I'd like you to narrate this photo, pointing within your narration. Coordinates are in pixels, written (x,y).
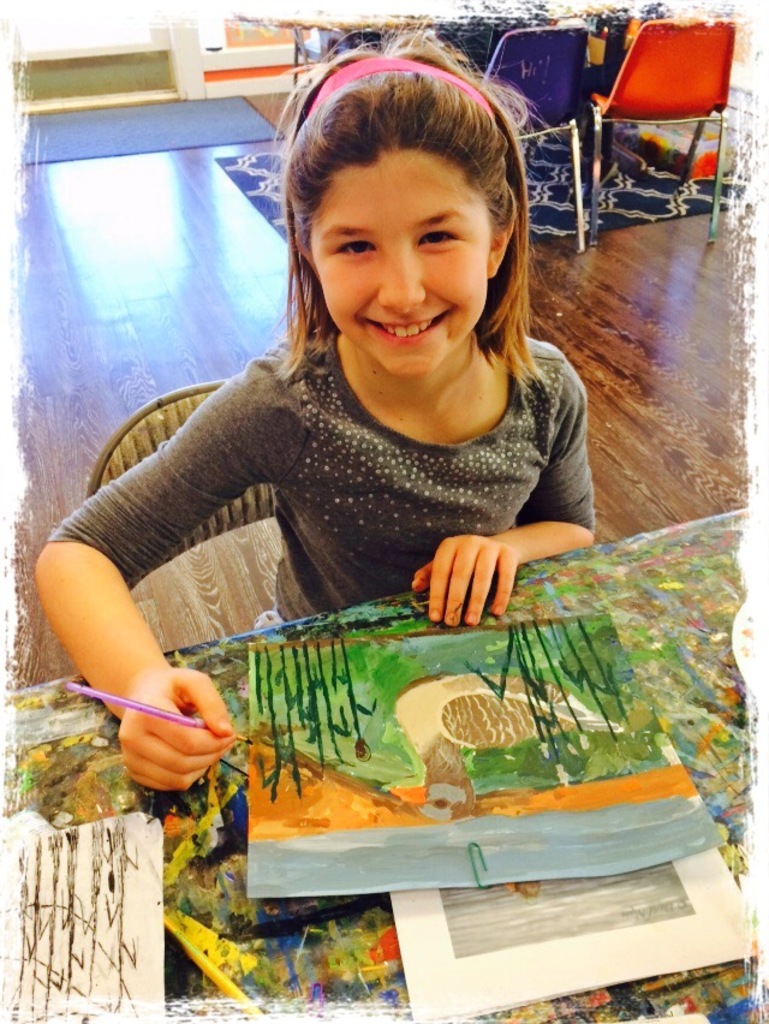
In the middle of the image (374,558), there is a girl (376,273) sitting on the chair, in front of the table (708,549) and drawing a painting (415,690) on the paper (502,758) and having a smile on her face (395,344). In the top right (531,91), there is another table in front of that two chairs (536,101) are visible which are purple and orange in color. This image is taken inside a house (220,50) during day time.
